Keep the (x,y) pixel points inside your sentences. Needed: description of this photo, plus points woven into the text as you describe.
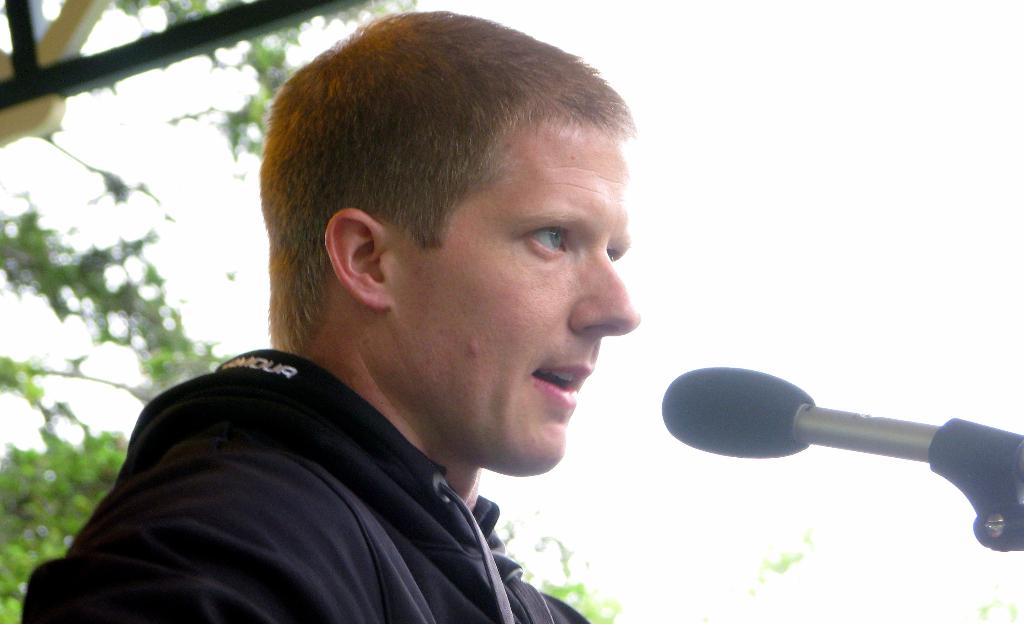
This image consists of a man (469,554) wearing a black jacket (406,515) is talking in a mic (982,529). In the background (69,314), we can see a tree (113,470) along with the sky (634,261).
